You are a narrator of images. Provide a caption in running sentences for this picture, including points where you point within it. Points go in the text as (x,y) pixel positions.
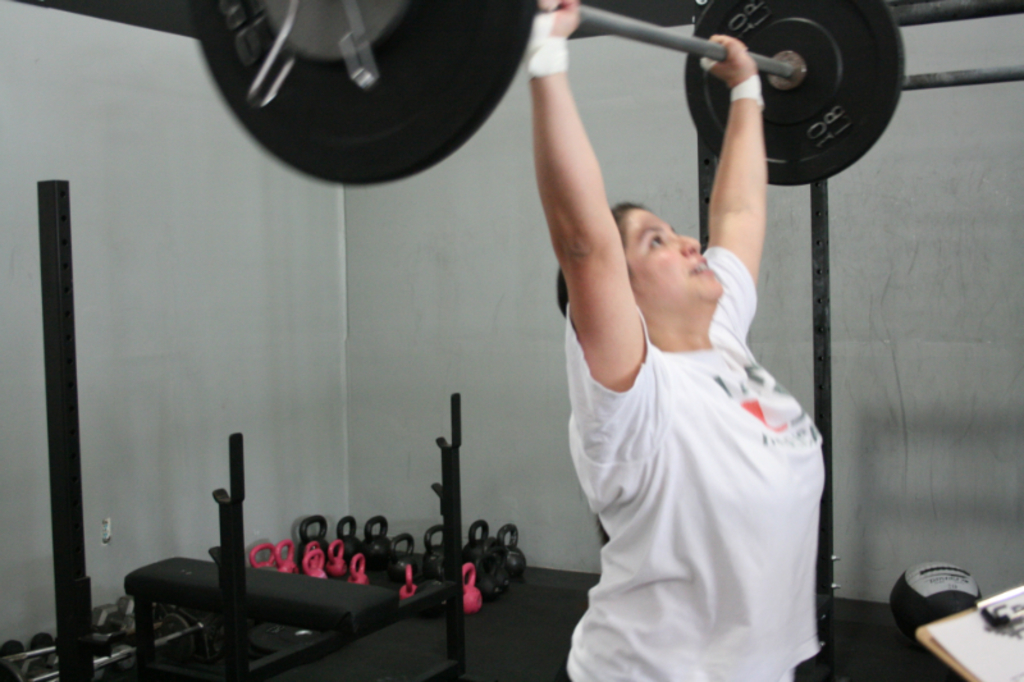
In this image we can see a woman (735,476) lifting the weights (713,139) with a rod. We can also see a bench (257,664), some poles (448,614), weights (470,604) and a ball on the floor (525,643) and a wall (558,485). At the bottom right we can see a paper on a pad (1013,591).
